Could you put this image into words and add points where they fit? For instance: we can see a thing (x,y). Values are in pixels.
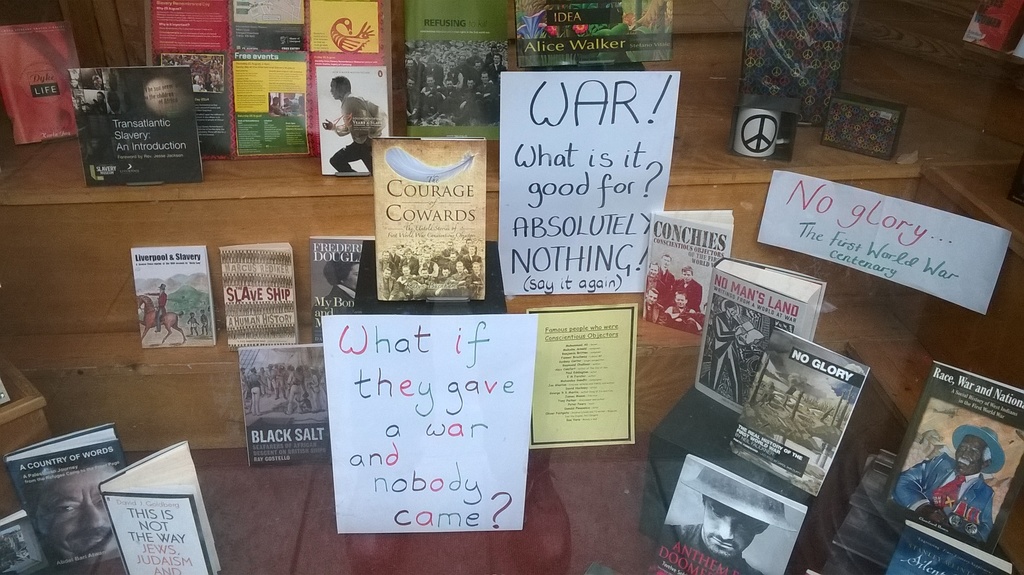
Here we can see posters (392,371) on the glass (392,371). In the background (373,183) there are books (354,266) on a platform (307,270) in stepwise order.
